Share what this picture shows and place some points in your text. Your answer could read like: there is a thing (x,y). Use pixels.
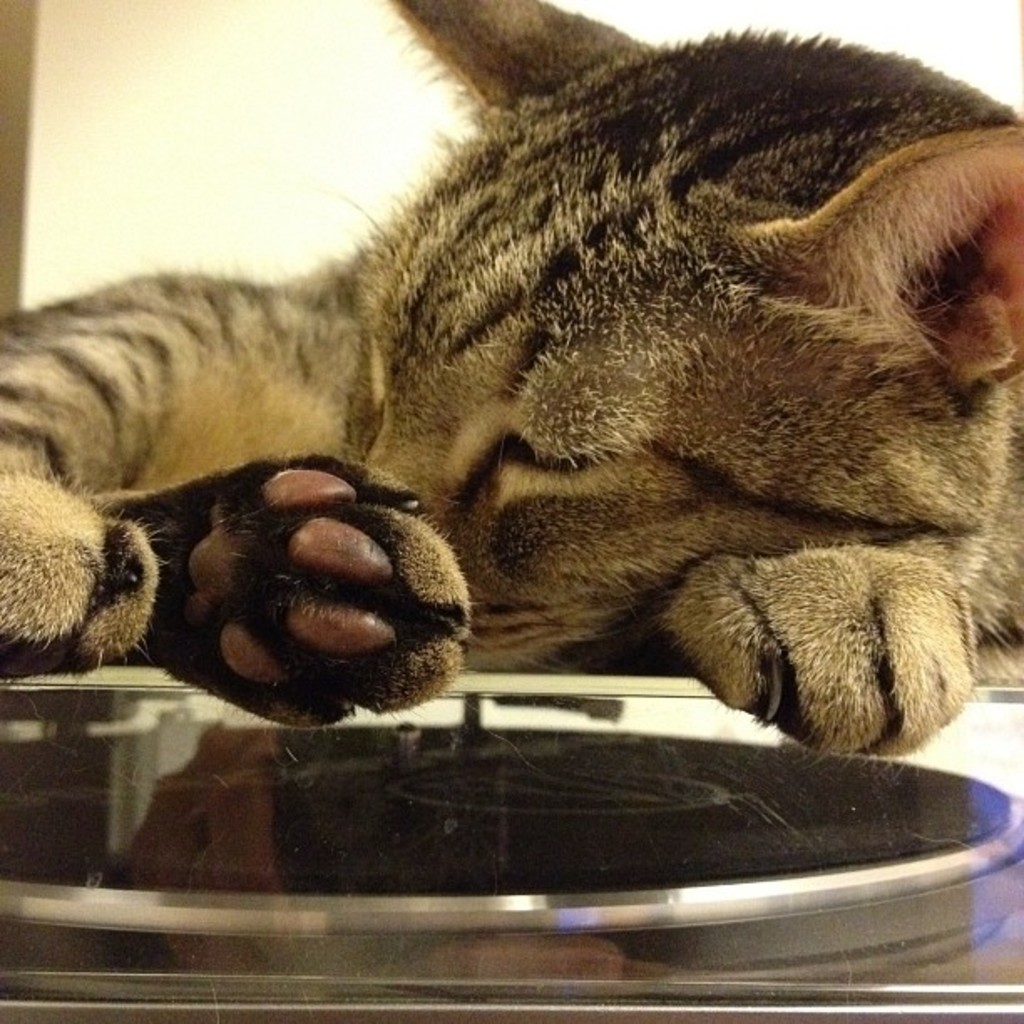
In the image there is a cat (472,363) lying. In front of the cat (209,690) there is an object (249,783) which looks like a glass (674,912).
